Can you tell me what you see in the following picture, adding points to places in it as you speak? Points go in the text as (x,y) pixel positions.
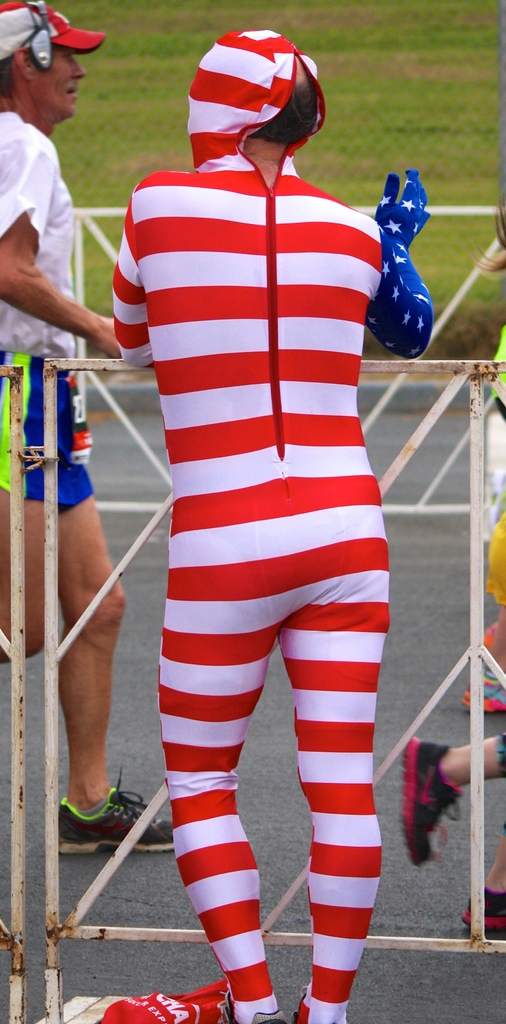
In this image we can see a person (285,261) wearing white and red color striped dress (221,577) standing near the barrier gates (473,457) and another person (25,391) is running on the road (261,869). In the background (330,54), we can see the grass (120,193).
